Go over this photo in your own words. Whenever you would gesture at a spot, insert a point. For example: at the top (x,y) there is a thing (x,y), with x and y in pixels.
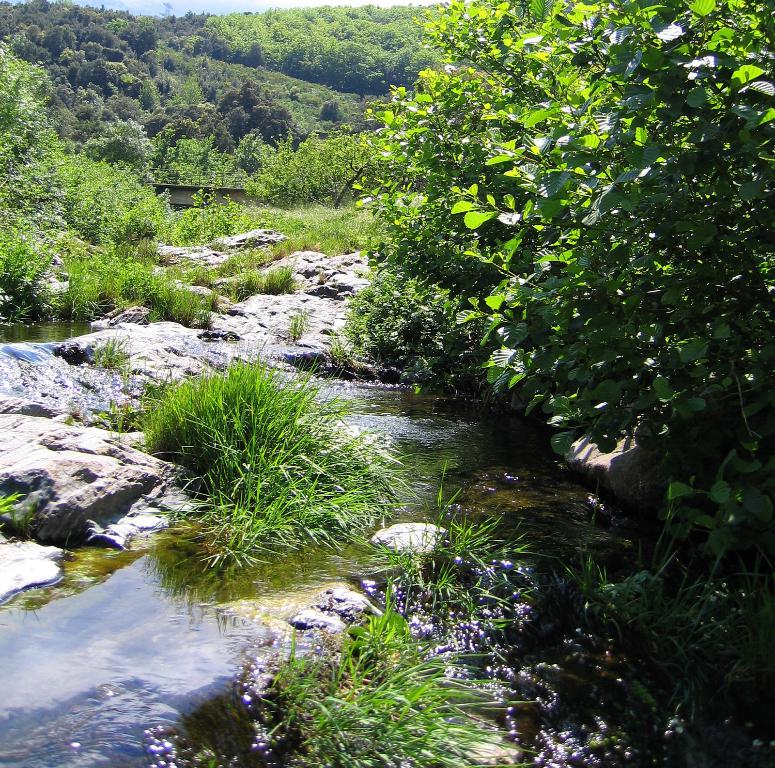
There is water (81,612), rocks (321,313), plants (432,735) and trees (384,120).
